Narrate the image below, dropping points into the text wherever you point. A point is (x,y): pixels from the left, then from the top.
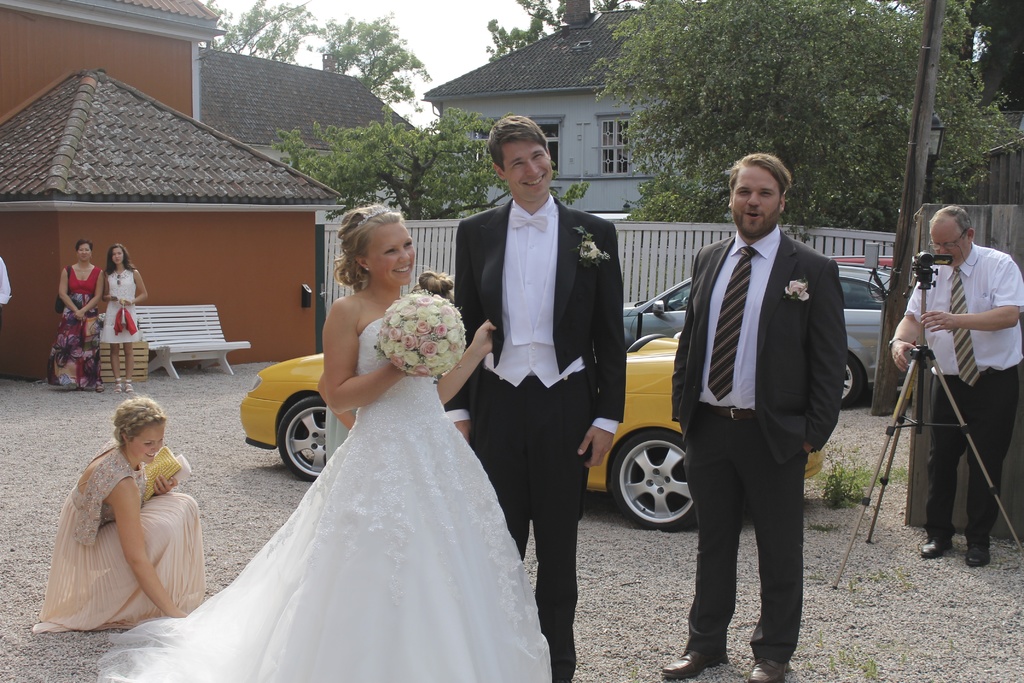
In this image there are some persons (441,382) are standing as we can see in middle of this image (465,318). the person (400,454) standing in middle (383,446) is wearing white color dress (378,505) and there is one person (544,503) standing on the right side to this person (481,332) is wearing black color suit (559,298). There are some cars (666,480) in the background (629,443). there is one woman (176,520) sitting in the bottom left corner of this image (171,556). There are some houses (275,164) in the background (584,153) and there is a sky (413,41) on the top of this image (429,4). There are two persons (77,320) standing on the left side of this image (137,309) and there is a bench (196,346) in white color. there is one person (911,334) standing on the right side of this image (938,313) and he is holding a camera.
